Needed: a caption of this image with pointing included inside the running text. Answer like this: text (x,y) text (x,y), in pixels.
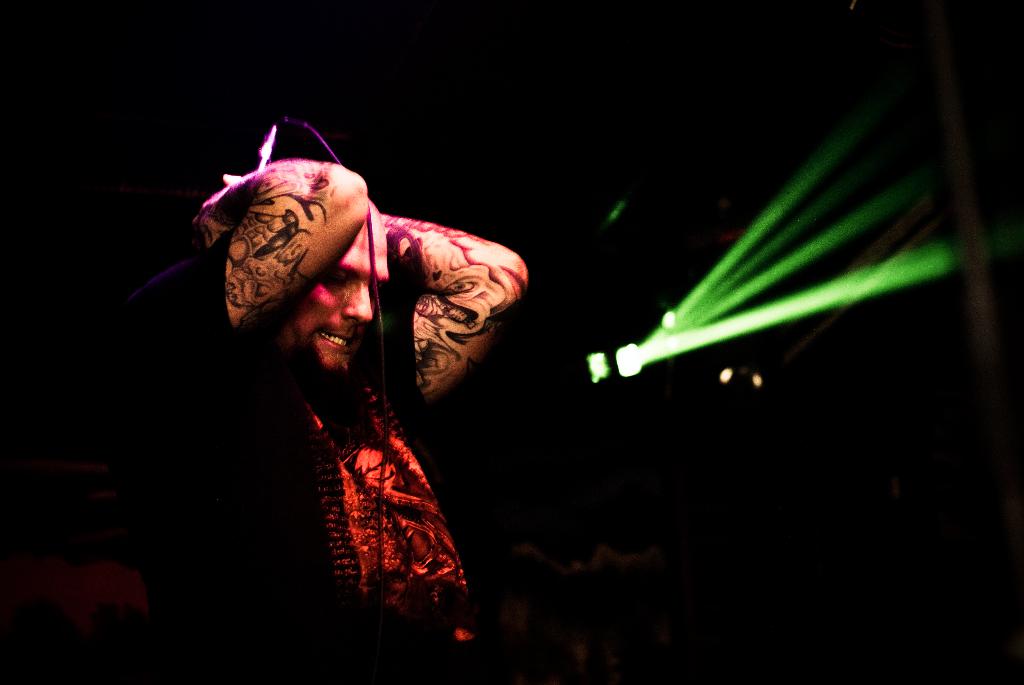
In this picture we can see a man (359,379) is holding a microphone (269,159), on the right side (750,328) there is a light (640,347), we can see a dark background (212,12).
